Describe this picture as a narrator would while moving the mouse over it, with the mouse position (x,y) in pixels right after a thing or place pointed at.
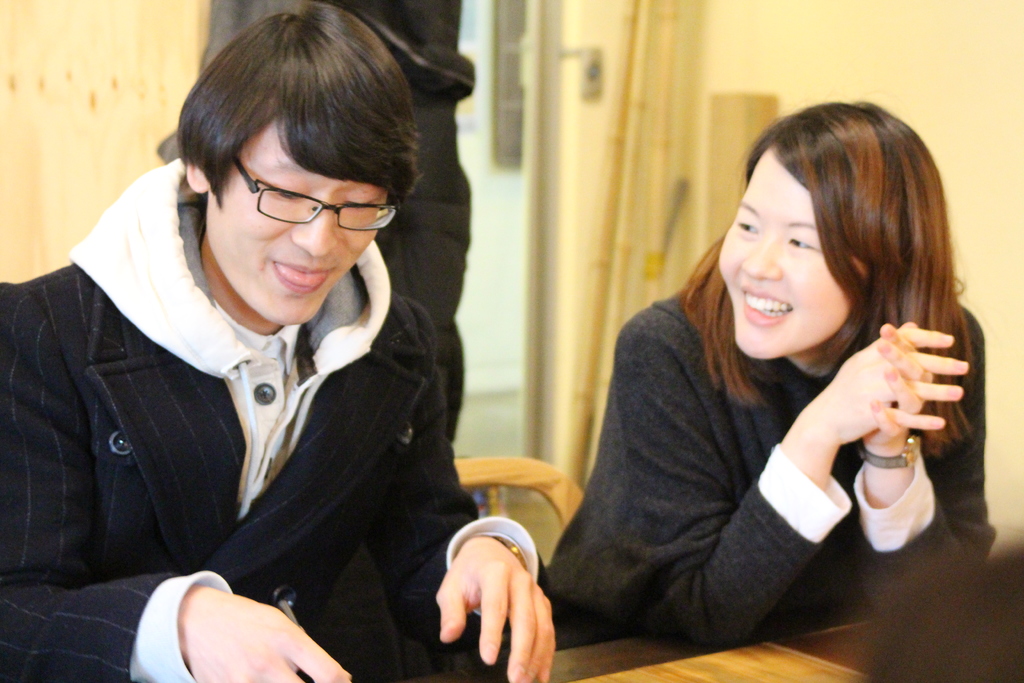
In this image we can see a man (237,667) and a woman (854,168). They are smiling. Here we can see a table (764,656) and an object (461,483). In the background (462,43) we can see wall (493,357) and other objects (728,199).
